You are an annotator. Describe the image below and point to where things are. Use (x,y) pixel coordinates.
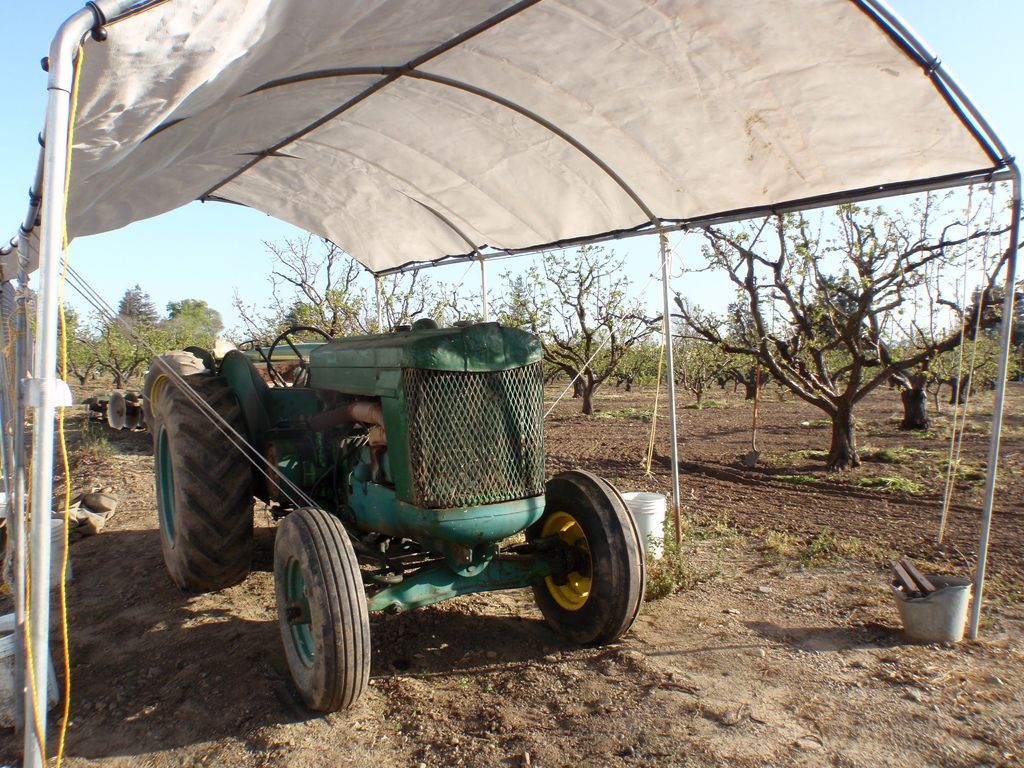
In this image, this looks like a tractor (473,538). I think this is a shelter (230,47). These are the trees (834,400) with branches (852,372) and leaves (705,368). I think these are the buckets (948,600).
